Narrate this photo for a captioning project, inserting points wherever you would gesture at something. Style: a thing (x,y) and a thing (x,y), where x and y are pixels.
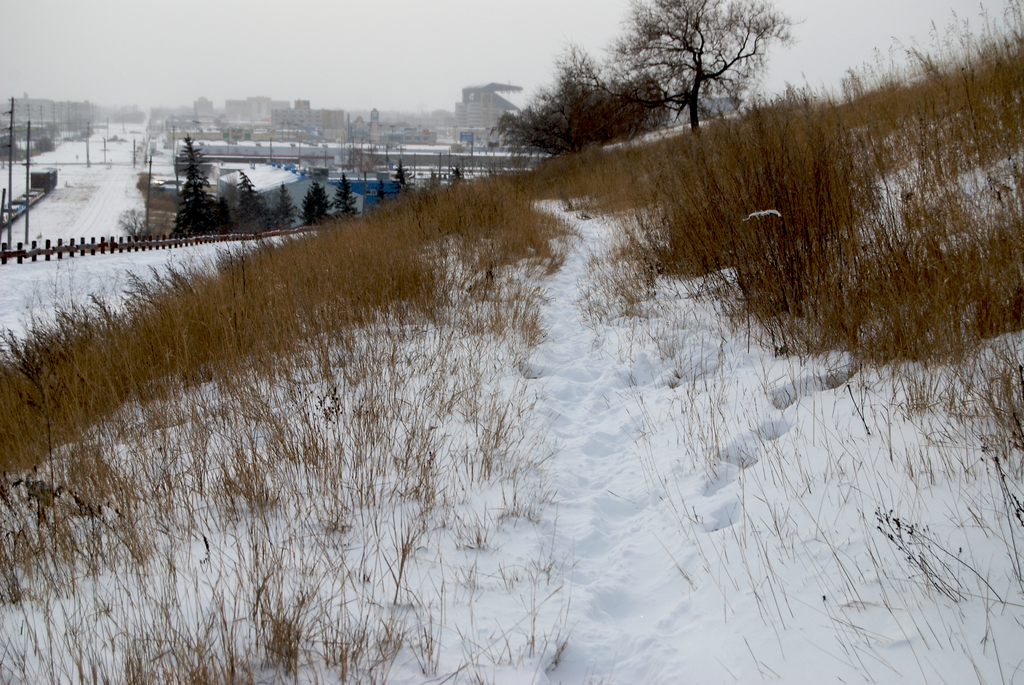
In the image we can see there is a snow (617,415), white in color. This is a dry grass (320,310), trees (629,94), building (229,114), pole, fence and a sky (269,18).
